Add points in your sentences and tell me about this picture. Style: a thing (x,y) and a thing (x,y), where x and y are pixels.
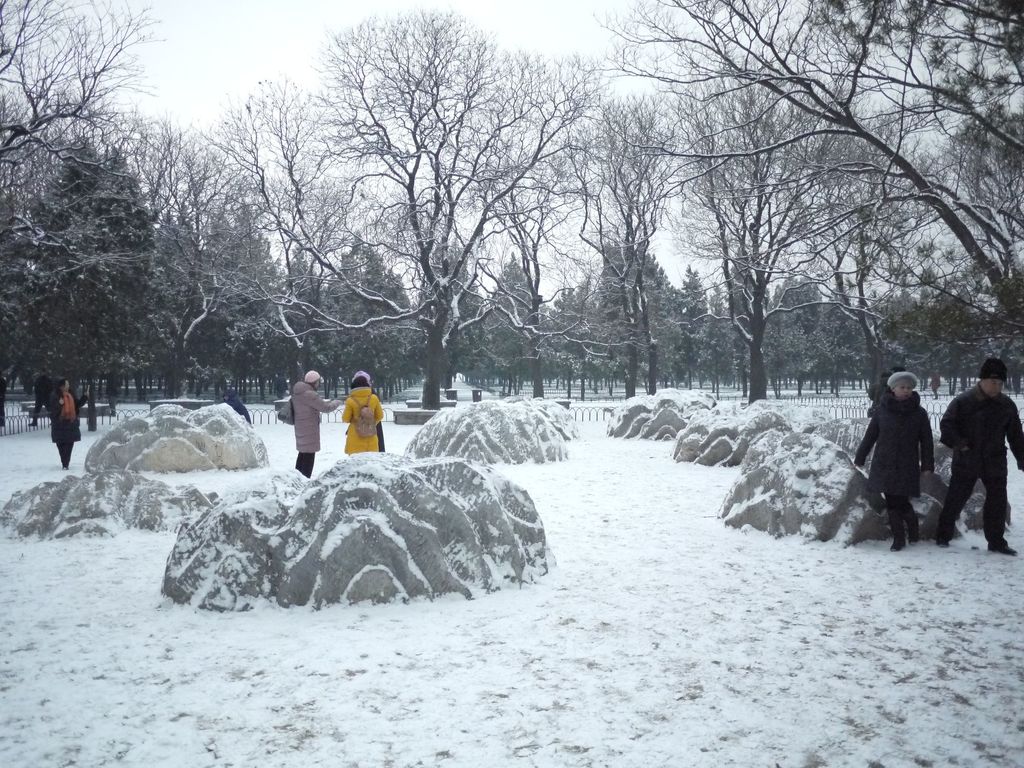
In this image we can see persons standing on the ground (617,590), rocks (521,434), trees (563,296), sky (581,69) and snow (584,460).
